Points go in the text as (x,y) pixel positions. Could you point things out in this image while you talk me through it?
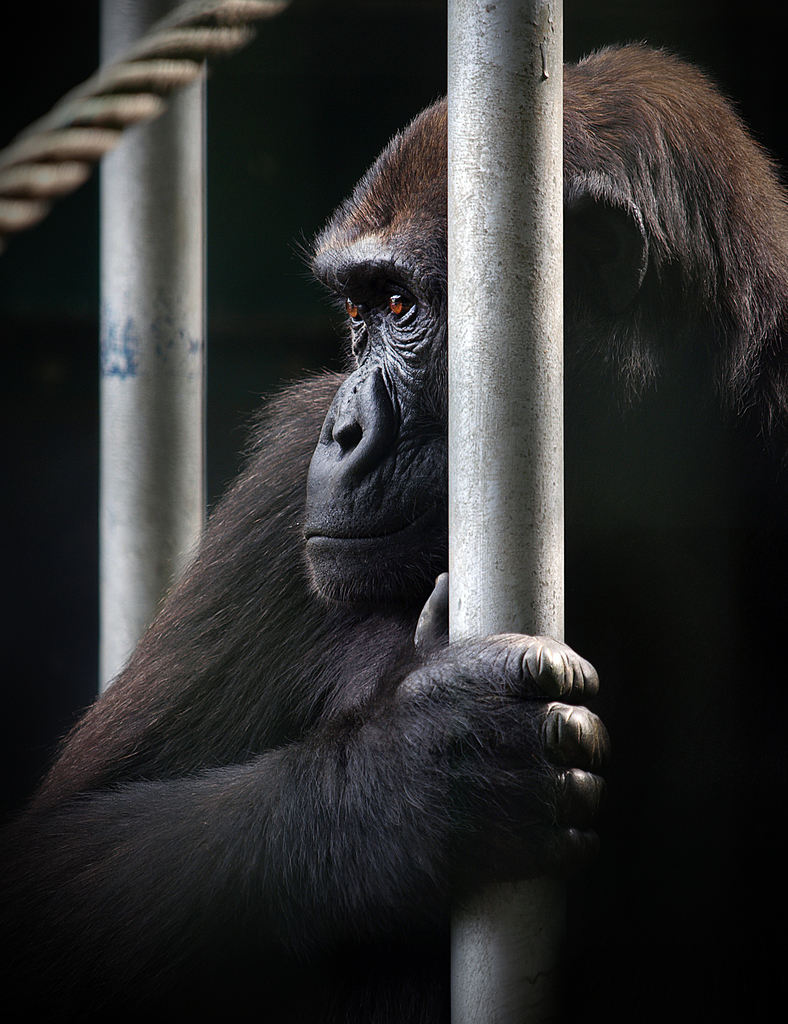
In this image there is an animal (500,691) holding the pole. Left side (123,350) there is a pole (135,345). Left top there is a rope (114,79).
